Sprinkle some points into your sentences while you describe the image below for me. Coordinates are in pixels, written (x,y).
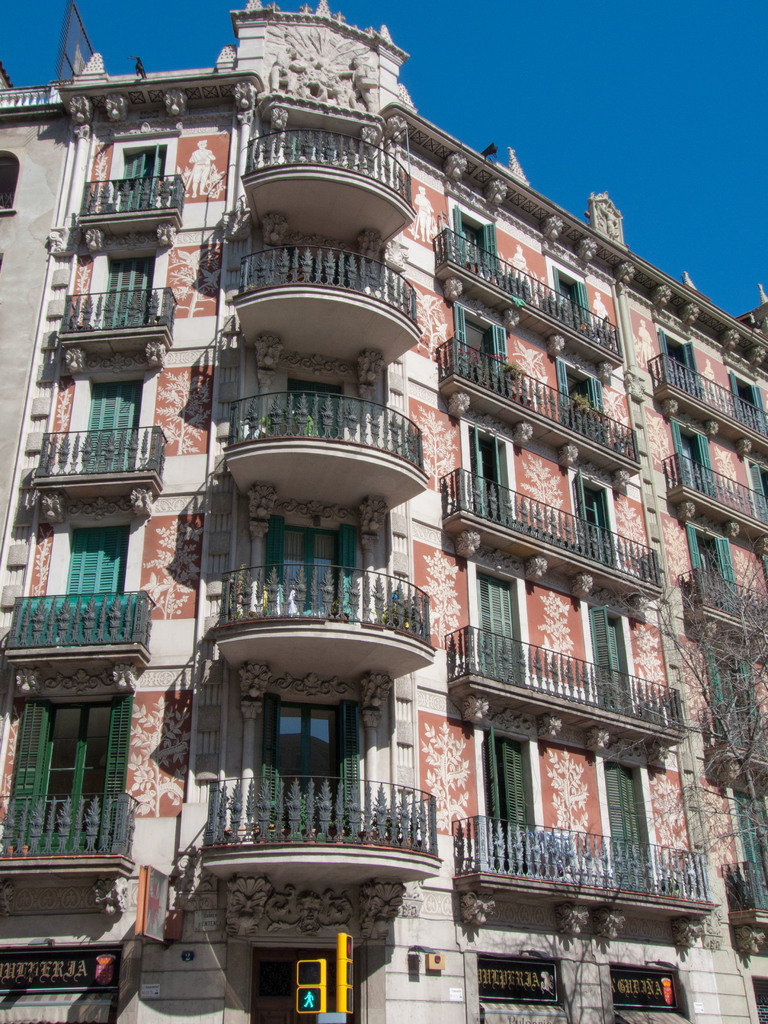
In front of the image there are traffic lights (297,965). There are boards (99,949) with some text (50,962) on it on the buildings (595,485). On the right side of the image (740,720) there is a tree (740,720). At the top of the image (587,58) there is sky (573,35).
